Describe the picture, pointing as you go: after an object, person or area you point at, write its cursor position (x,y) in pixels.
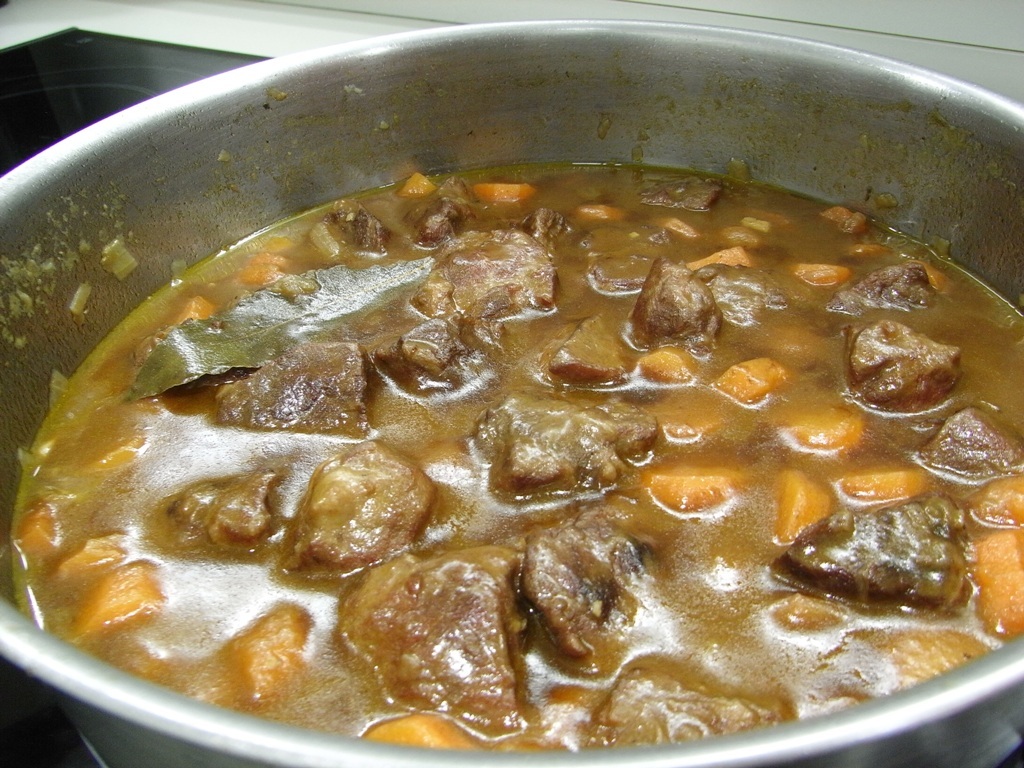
In this picture, we see a vessel (53,300) containing the food item (509,450). It might be a curry (381,382). In the left top (115,79), we see the object (92,59) which looks like a stove (95,87). It is black in color. In the background (459,8), it is white in color.
